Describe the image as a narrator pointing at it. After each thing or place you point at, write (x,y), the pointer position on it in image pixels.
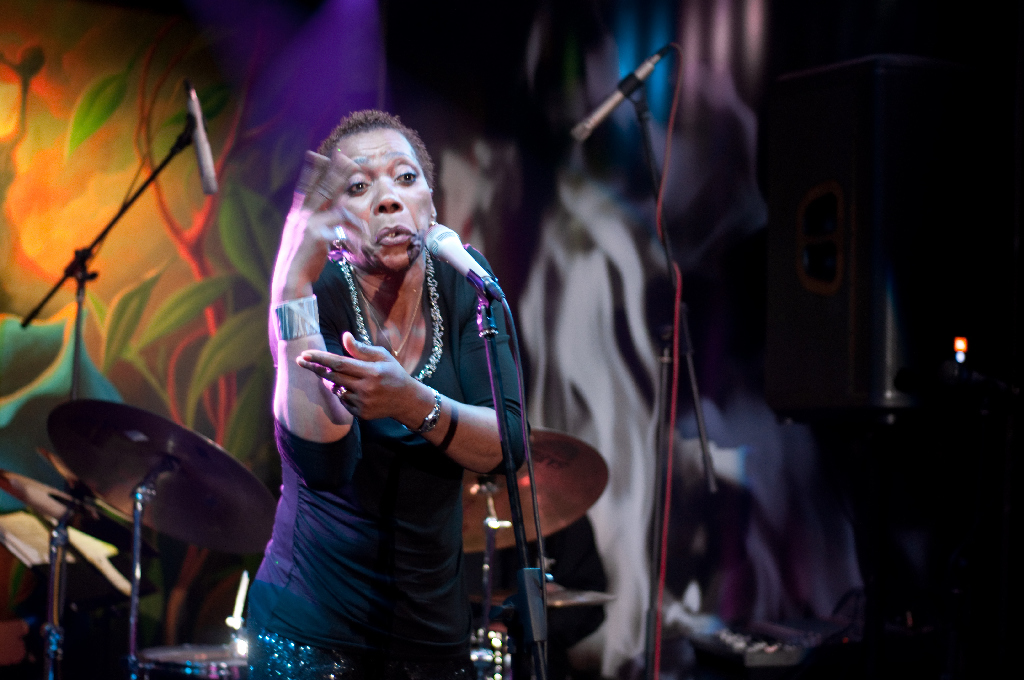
In this image I can see a person (342,517) standing, wearing a black dress (386,529). There are microphones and its stands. There are drums (143,669) at the back (557,503).
